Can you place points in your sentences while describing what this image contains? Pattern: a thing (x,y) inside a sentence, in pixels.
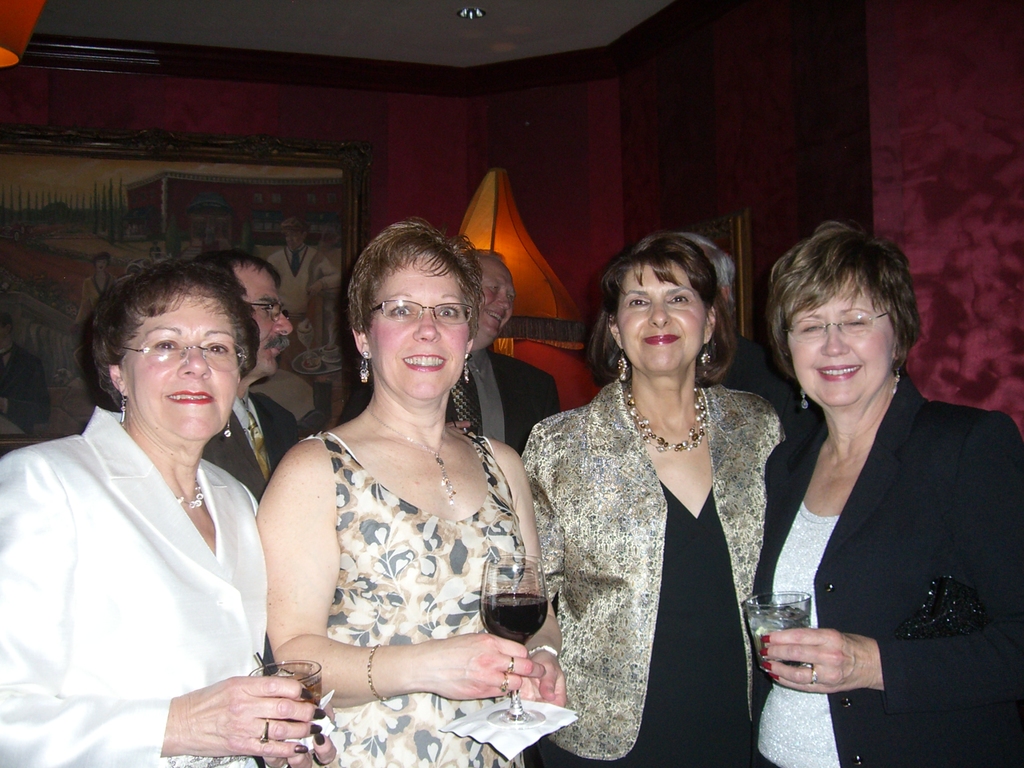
There are four women (489,490) in different color dresses (812,468), standing and smiling. Three of them are holding glasses (767,624), which are filled with drink (498,614). In the background (174,253), there are other persons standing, there is a photo frame (74,196) on the wall (36,119) and there are other objects (478,195).
